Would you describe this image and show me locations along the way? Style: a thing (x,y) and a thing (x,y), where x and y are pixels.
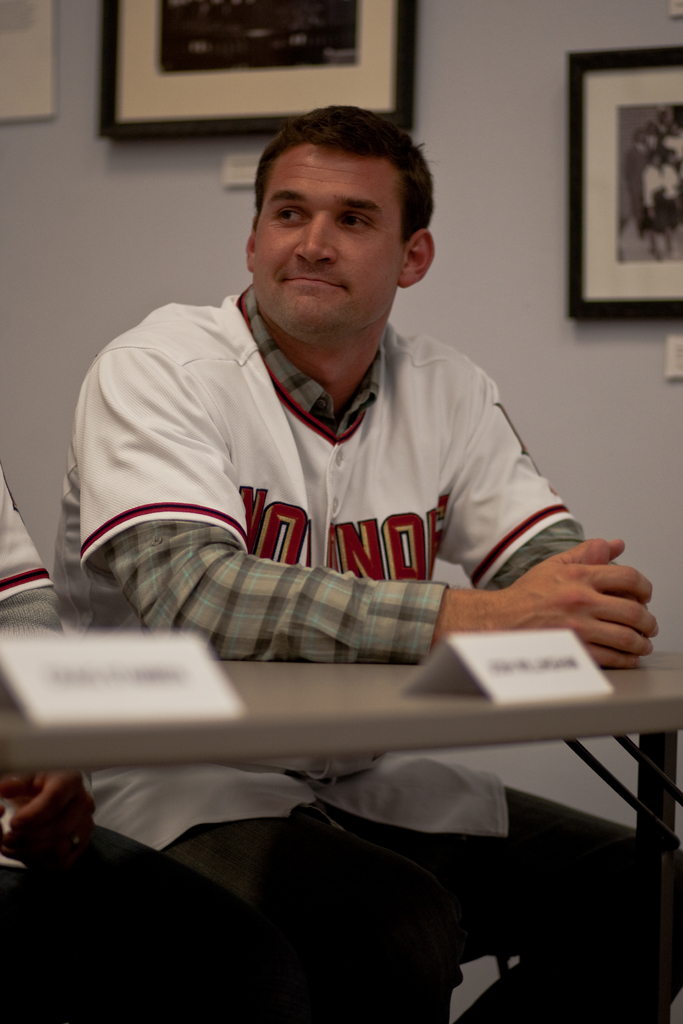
A man (202,530) wearing a white t shirt (302,515) is sitting. In front of him there is a table (416,714). On the table (680,707) there are some name boards (490,662). In the background (485,91) there is a wall (13,173) with a photo frame (302,83).
